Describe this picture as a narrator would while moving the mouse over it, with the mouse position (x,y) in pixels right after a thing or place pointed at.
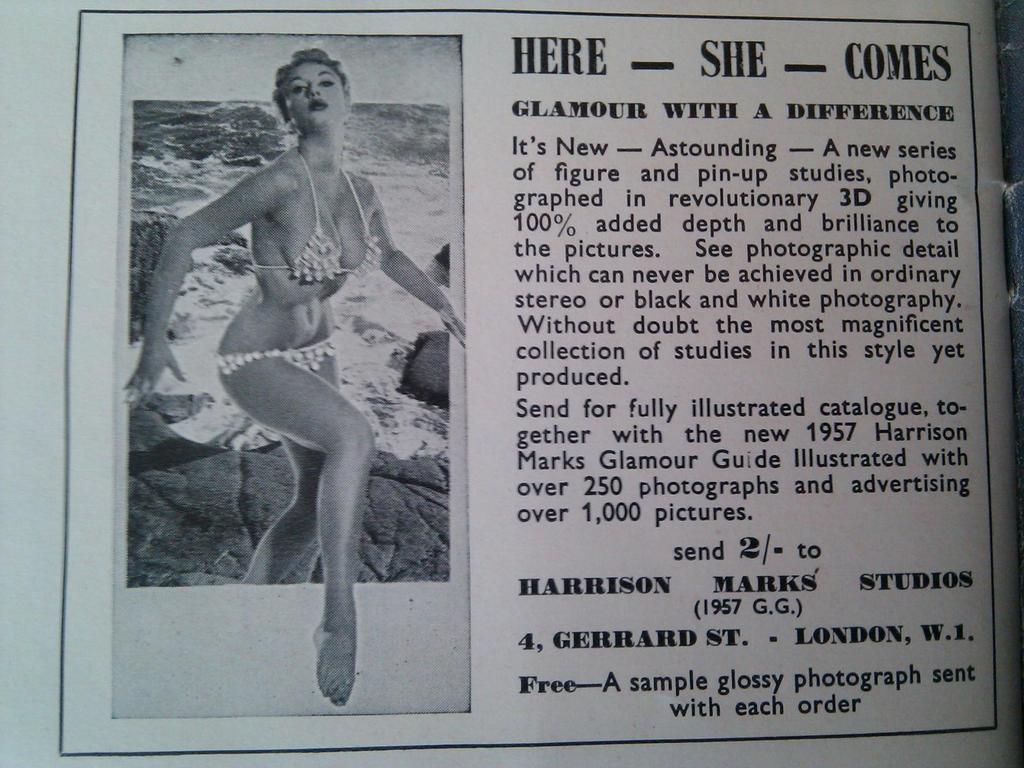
In this image there is a paper (457,52) and we can see a picture (423,673) of a lady (293,295) printed on the paper (338,508). We can see text (739,245).
